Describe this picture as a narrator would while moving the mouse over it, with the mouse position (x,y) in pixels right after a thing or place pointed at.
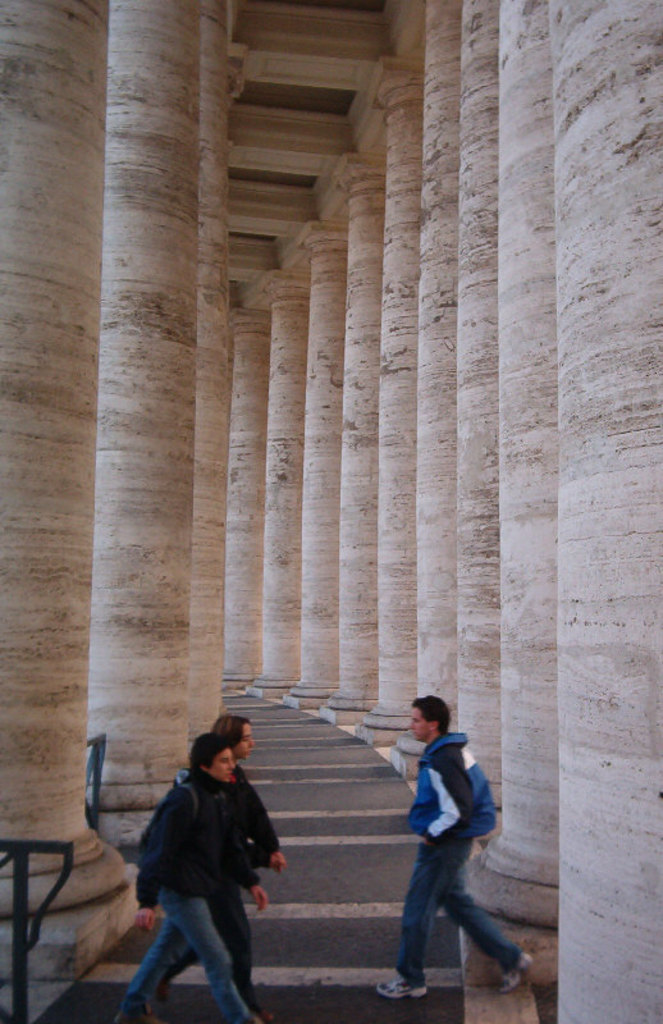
In this picture I can see three persons (166,860) walking, those are looking like iron rods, and in the background (291,575) there are pillars (291,575).
